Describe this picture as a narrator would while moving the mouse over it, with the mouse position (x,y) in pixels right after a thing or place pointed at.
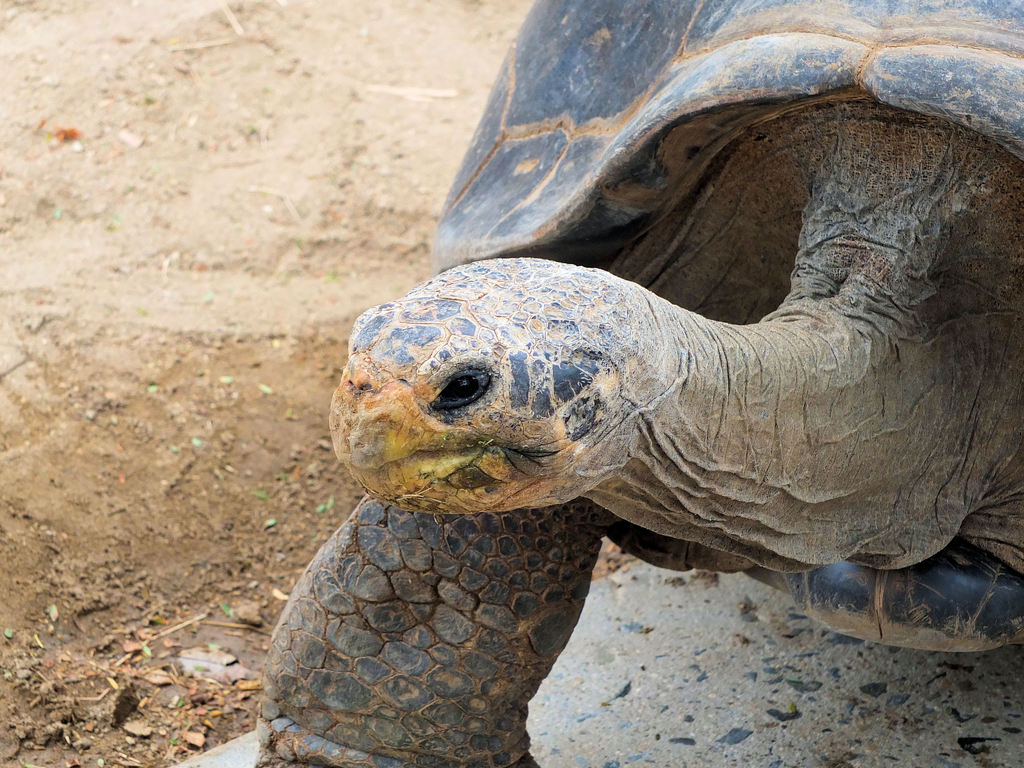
In this image, we can see a turtle (643,497). We can also see the surface (242,473).
